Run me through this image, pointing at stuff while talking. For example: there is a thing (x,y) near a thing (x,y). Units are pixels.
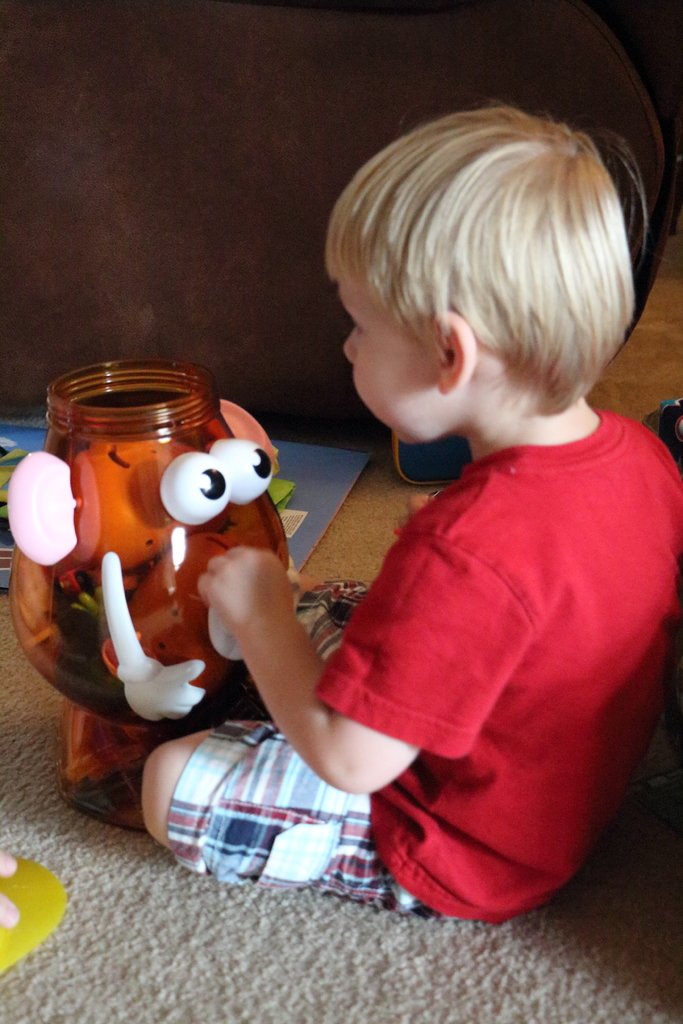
In this image boy (653,482) is sitting on the floor (164,945). In front of him there are toys (156,547).
